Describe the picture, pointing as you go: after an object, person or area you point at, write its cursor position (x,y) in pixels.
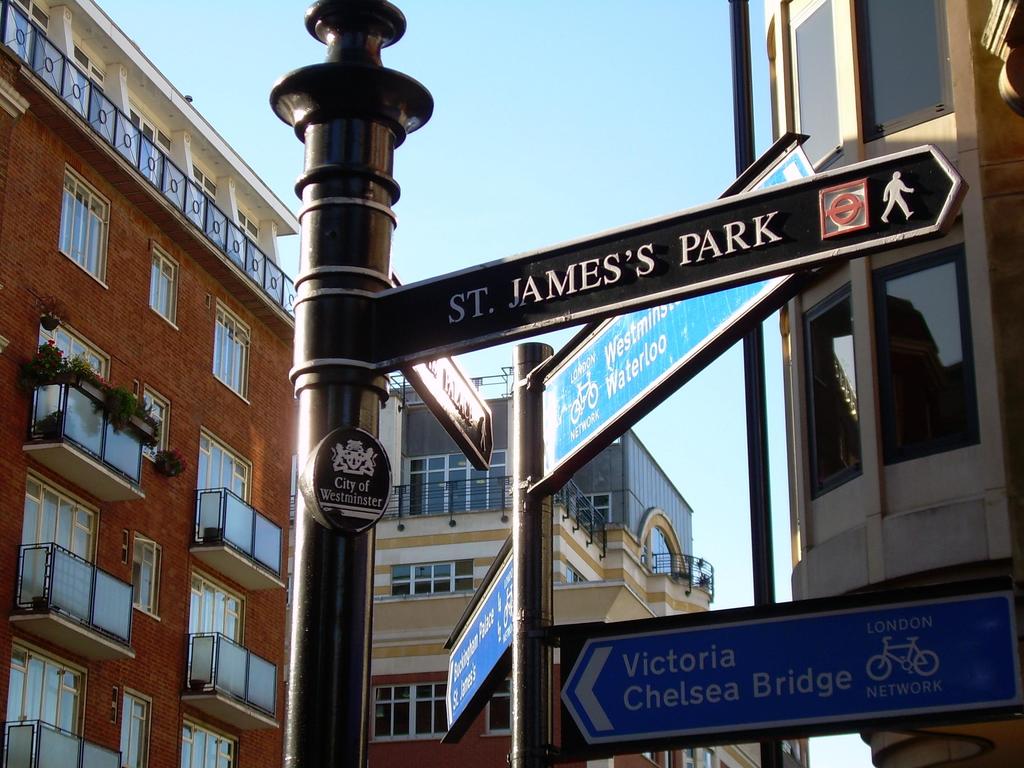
In the foreground of the picture (338,482) I can see the name sign board poles (531,334). In the background (668,485), I can see the buildings (868,373) and glass windows (916,351). There is a clear sky (551,136).
